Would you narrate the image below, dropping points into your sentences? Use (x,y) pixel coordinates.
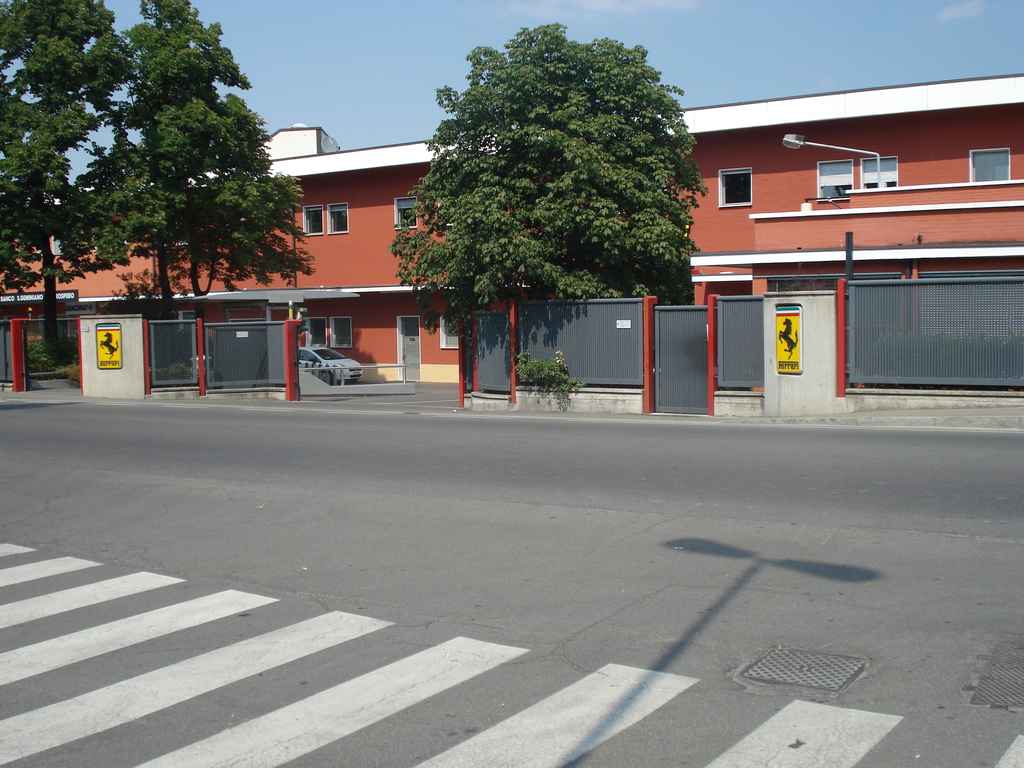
In this image there is the sky (407,57), there is a building (306,250) truncated, there are trees (188,226), there are plants (539,371), there is a board (115,352) on the wall (114,378), there is a road (611,592), in this image there is a vehicle (329,361), there are windows (884,172), there is a door (407,349).
